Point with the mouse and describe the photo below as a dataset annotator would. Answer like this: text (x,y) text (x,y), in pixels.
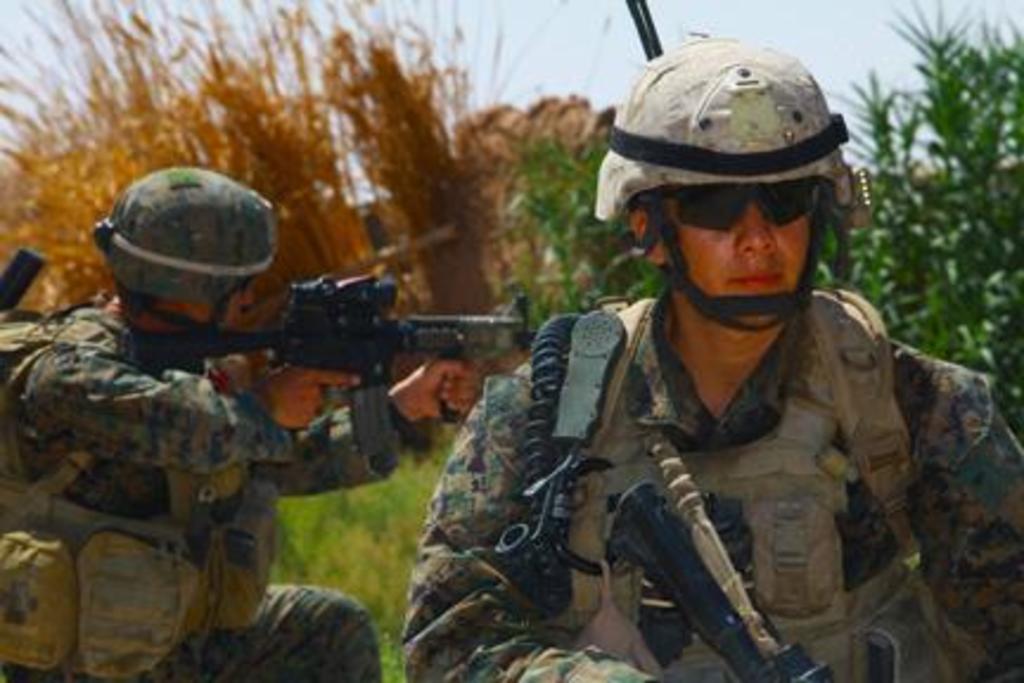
In this picture couple of men (92,370) wore caps (168,297) on their heads (176,269) and holding guns (640,565) in their hands (310,377) and I can see trees (981,318) and a cloudy sky (844,50) and they wore backpacks (18,340) on their back (50,376) and a man (763,243) wore sunglasses (723,202) on his face (797,226).
